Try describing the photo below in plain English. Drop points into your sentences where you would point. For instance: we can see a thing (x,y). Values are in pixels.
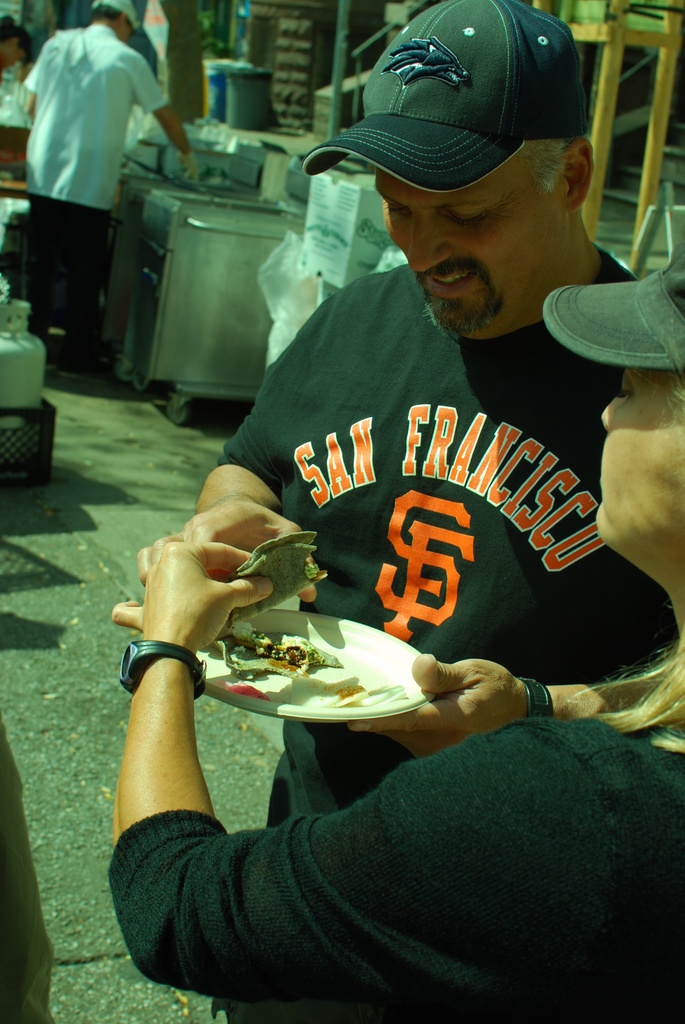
In the image there is a man (450,364) and woman (580,764) in black t-shirt (486,534) and cap (664,325) standing on the road (76,717) eating street food (280,597), in the back (184,292) there is a street food shop (182,343).
